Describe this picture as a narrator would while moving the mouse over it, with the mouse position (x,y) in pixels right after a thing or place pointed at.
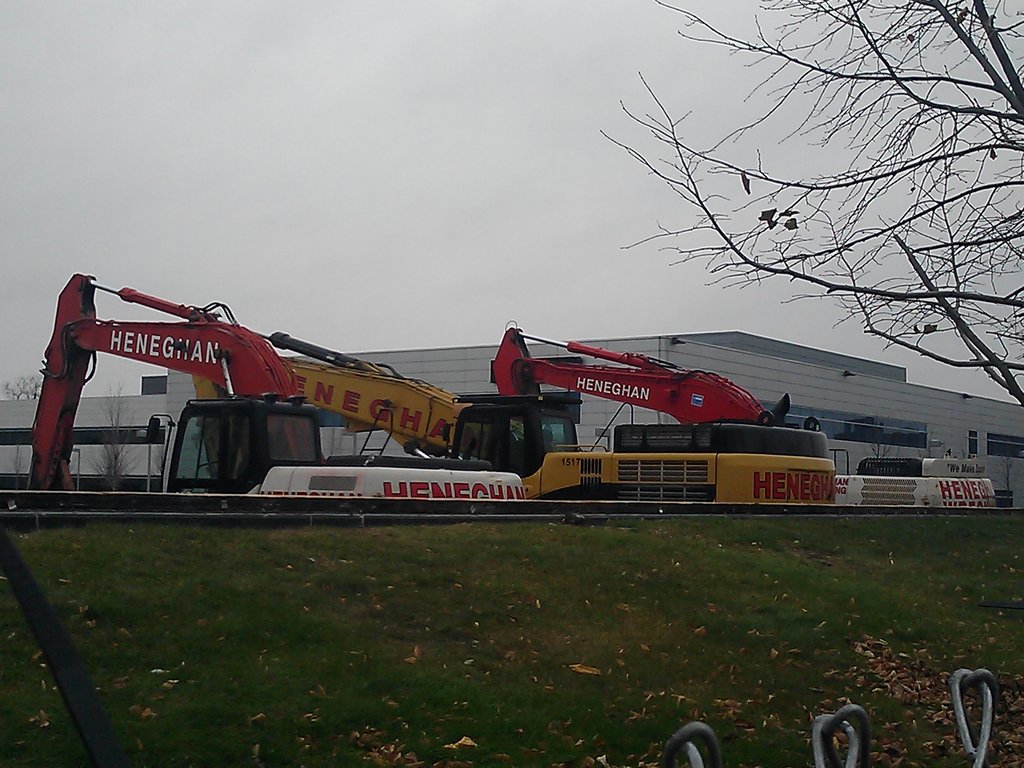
In this image we can see few vehicles (436,404). Behind the vehicles (352,412) we can see a building (689,340) and few plants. In front of the vehicles (619,444) we can see the grass (930,572). On the right side of the image (967,98) we can see a tree (934,204). At the top (327,106) we can see the sky (334,238).
